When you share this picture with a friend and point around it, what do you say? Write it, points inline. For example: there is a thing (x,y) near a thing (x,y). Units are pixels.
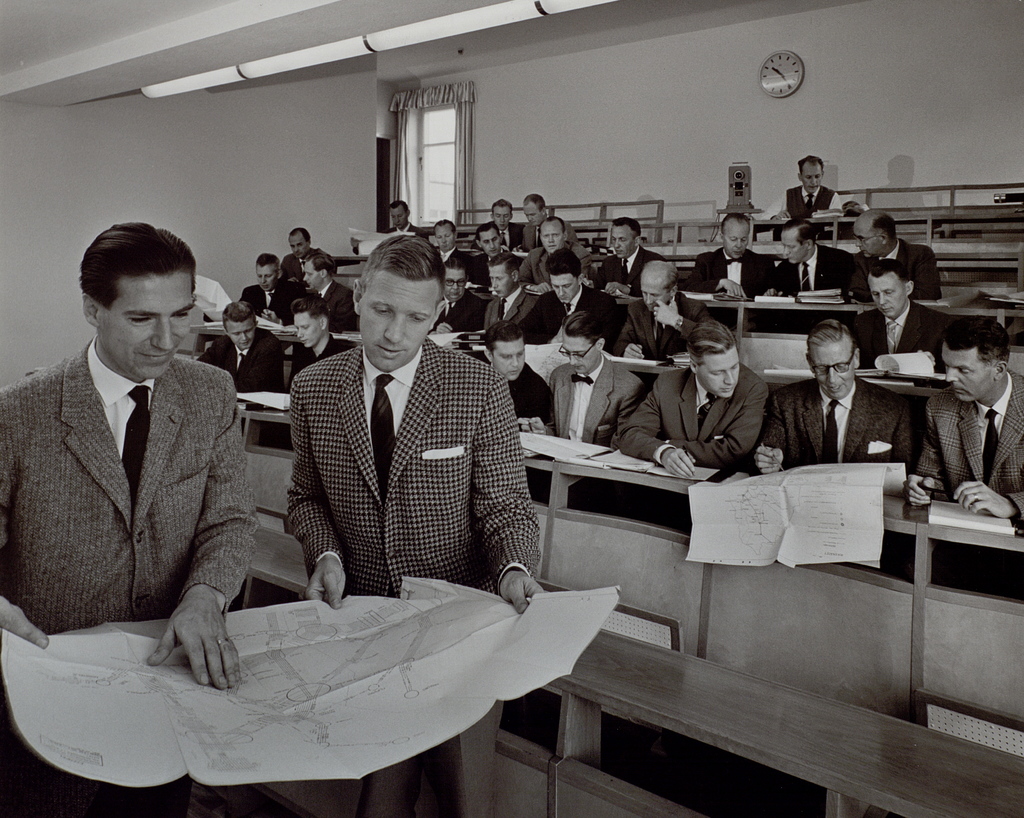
In this picture there are two people (78,792) those who are standing on the left side of the image (332,363) and there are men (536,422) in the center of the image (545,282), those who are sitting on the chairs (520,760), there is a clock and a window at the top side of the image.
